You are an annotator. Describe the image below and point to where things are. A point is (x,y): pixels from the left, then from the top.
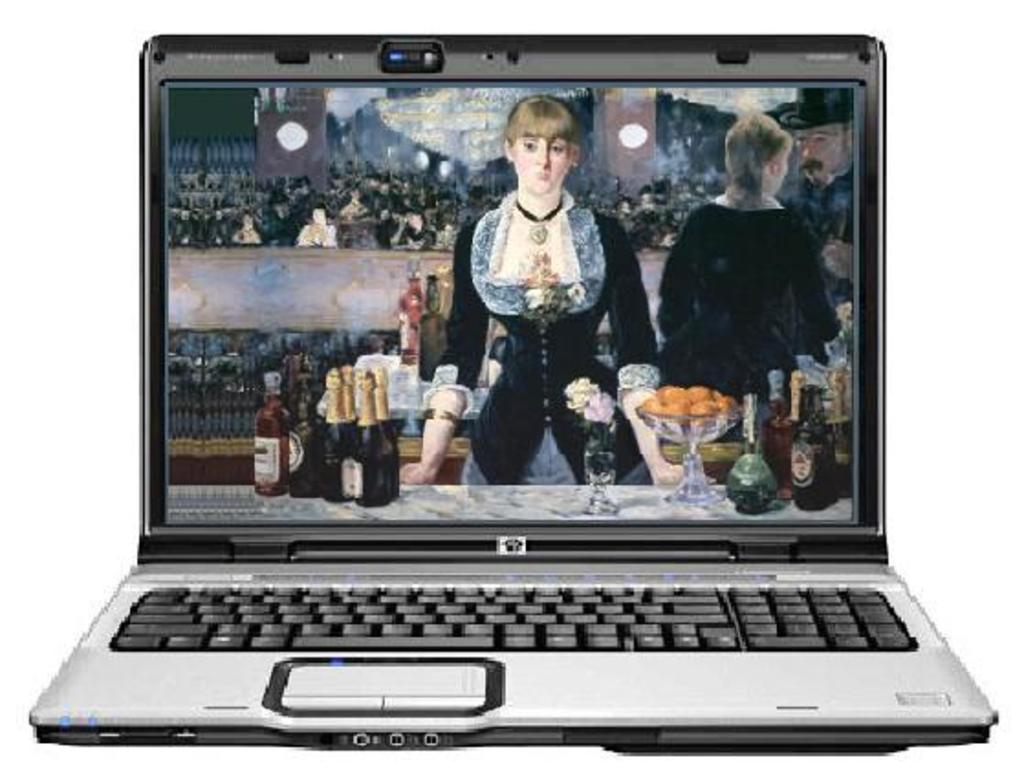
In this picture we can see a laptop (546,445).
